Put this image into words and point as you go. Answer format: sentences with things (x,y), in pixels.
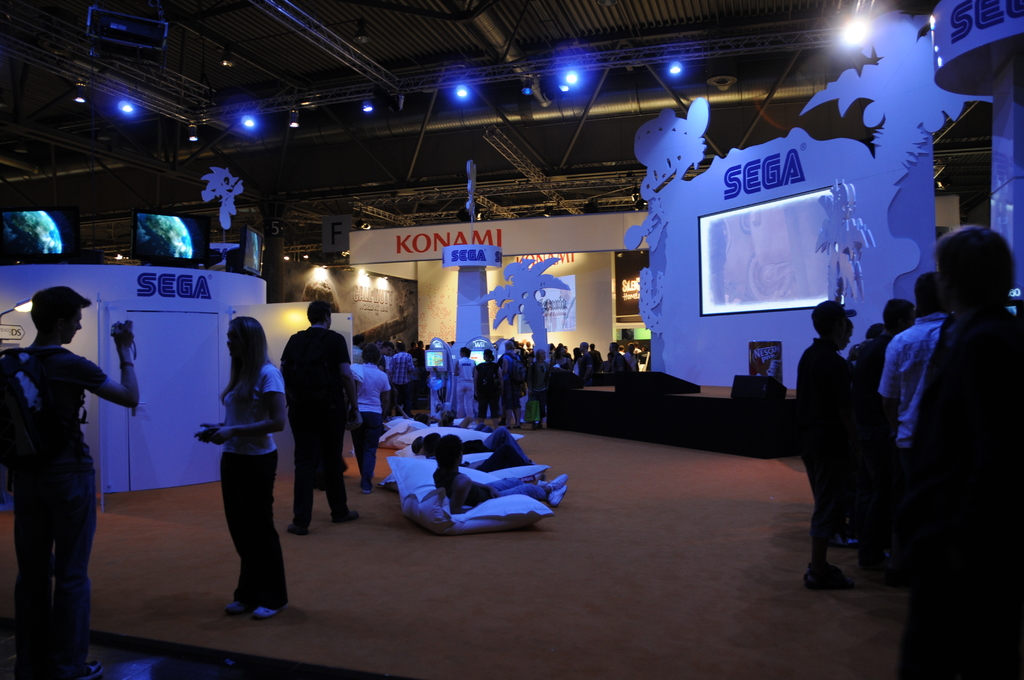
In the image there are many people (319,440) standing all over the hall (359,565) and above there are ceiling lights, on the right side (730,213) there is a screen (816,246), on the left side (170,326) there is a room (179,327).
